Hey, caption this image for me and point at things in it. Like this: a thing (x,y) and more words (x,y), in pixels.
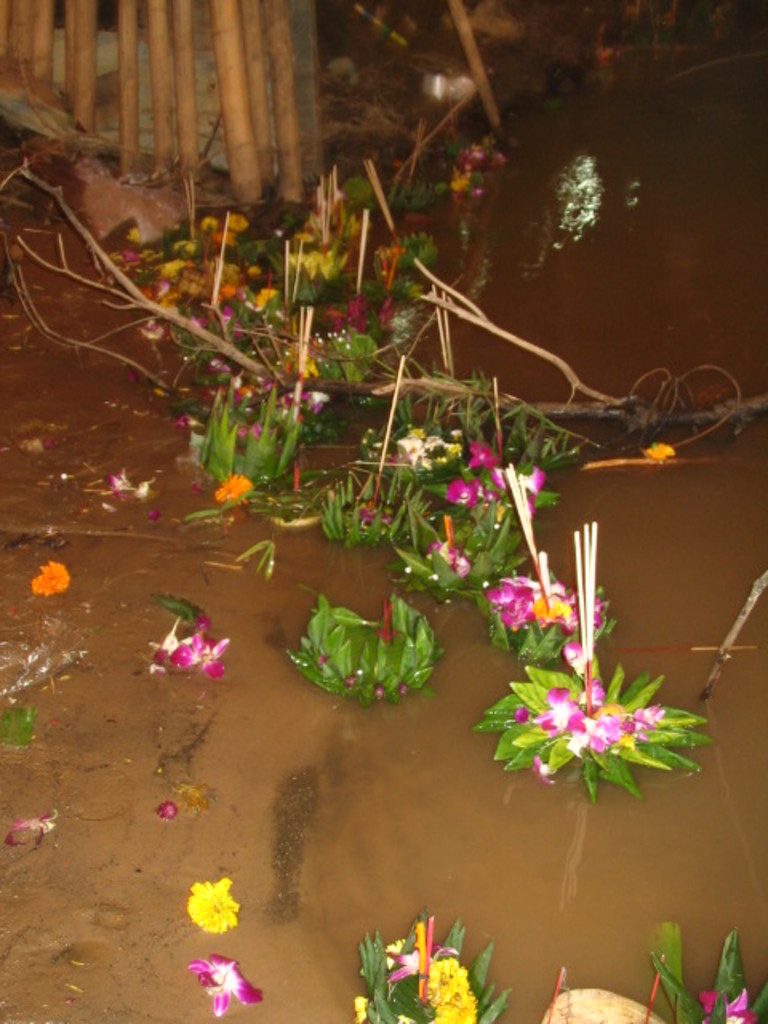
In this image, we can see green leaves (568,688) and colorful flowers (517,629). few are floating on the water (612,819). Here we can see flavor sticks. right side of the image (633,298), we can see a water (673,514). On the left side (86,740), there is a mud (90,730). Top of the image (471,58), we can see wooden poles (236,50).
